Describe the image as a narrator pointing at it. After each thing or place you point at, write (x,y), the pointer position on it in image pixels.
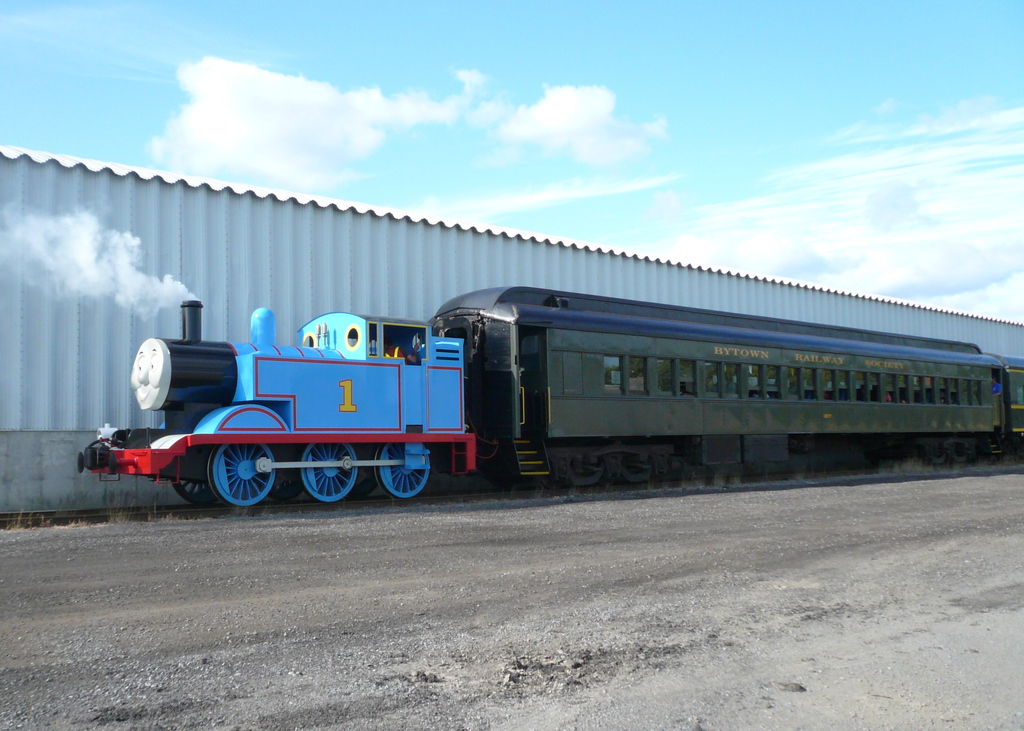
In the foreground of this image (600,512), there is a road (374,627). In the middle (404,458), there is a train (242,403) on the track (104,513). We can also see the smoke (135,243), the metal sheet wall (331,241) and the sky (492,80) at the top (408,81).
